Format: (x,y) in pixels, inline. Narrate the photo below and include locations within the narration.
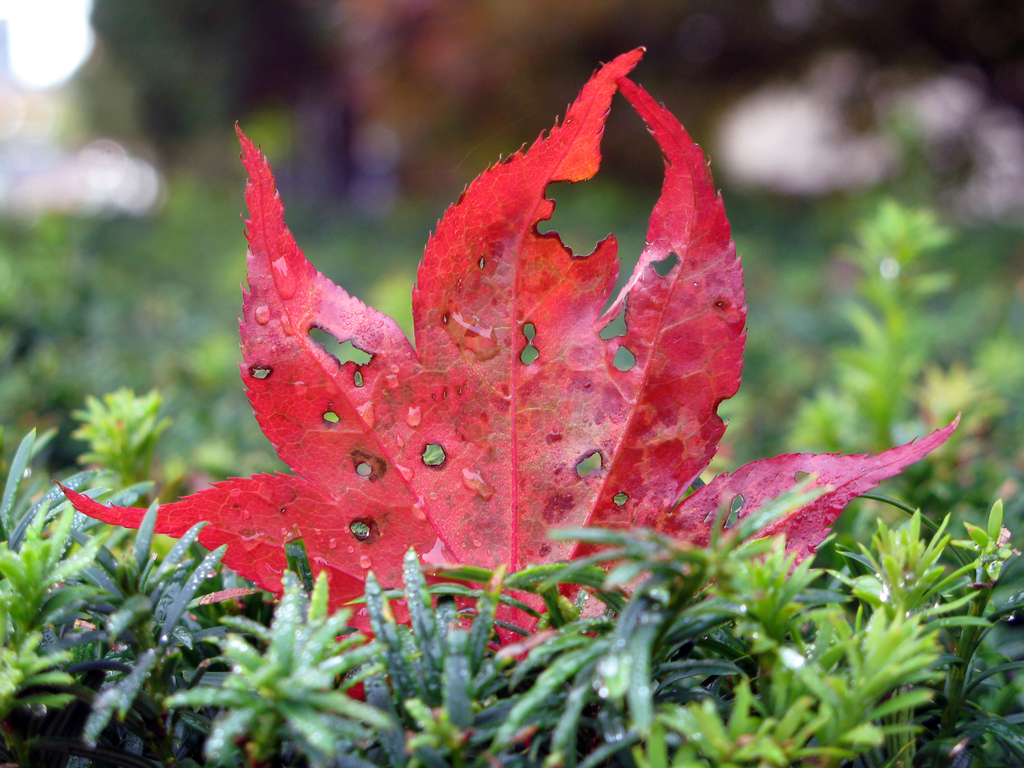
In this picture we can see a red color leaf (534,408) in the front (498,415), there are some plants (879,612) at the bottom (165,538), we can see a blurry background (857,76).
